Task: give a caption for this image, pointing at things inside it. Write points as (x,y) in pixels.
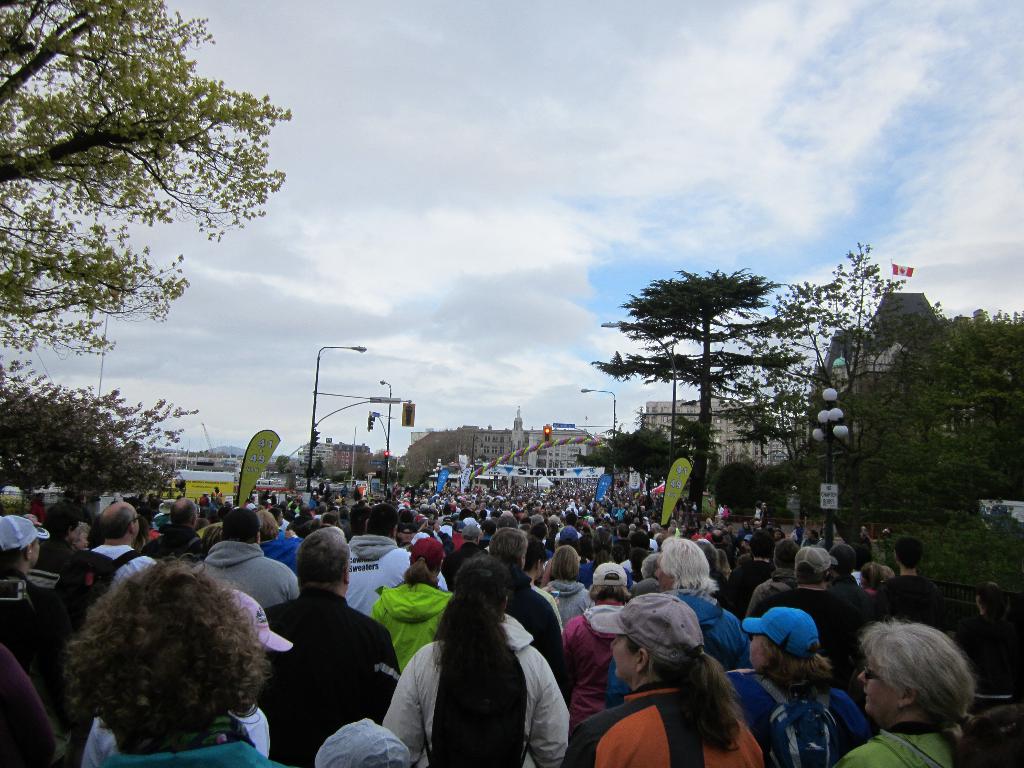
Here we can see group of people (476,669) and we can see trees (876,449) and lights (824,440) on poles (578,426). Background (457,327) we can see buildings (772,448) and sky (467,317) with clouds (522,258).
